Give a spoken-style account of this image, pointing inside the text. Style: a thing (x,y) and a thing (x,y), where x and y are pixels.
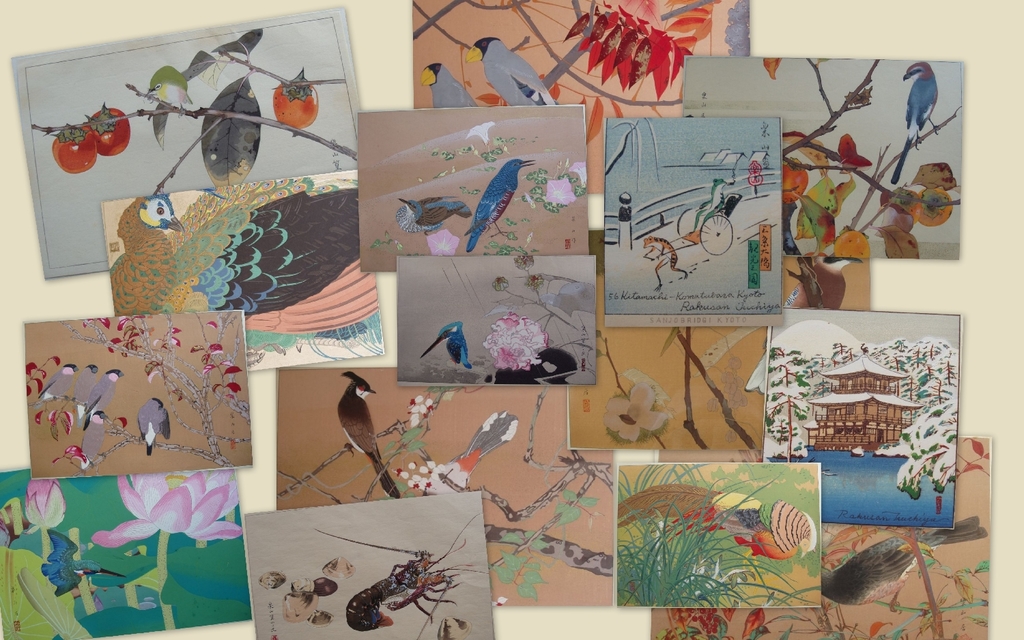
In this image I can see there are lot of painted pictures (458,303) of birds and different animals (357,543).
